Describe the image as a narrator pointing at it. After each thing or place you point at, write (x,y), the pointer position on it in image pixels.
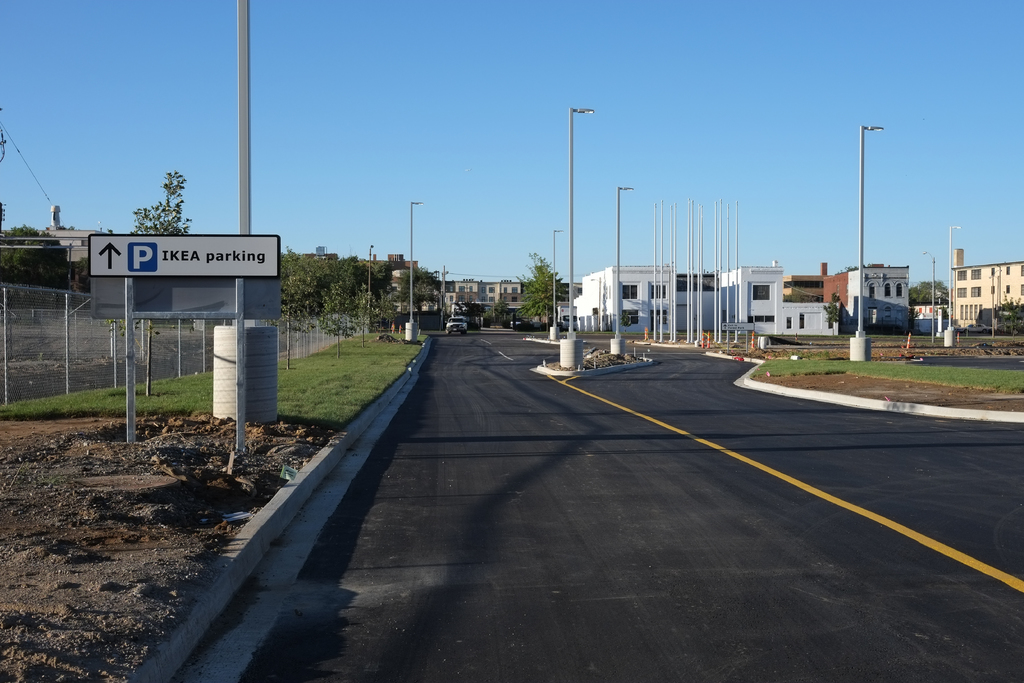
In the center of the image (564,450) there is a road (601,502). Beside the road (695,415) there are street lights (571,261). On the left side of the image (188,348) there is a metal fence (184,327). There is a sign board (213,309). On both right and left side of the image (338,377) there is grass (402,360) on the surface (350,368). In the background of the image (707,306) there are buildings (642,285), trees (549,271), car (462,325) and sky (492,76).
